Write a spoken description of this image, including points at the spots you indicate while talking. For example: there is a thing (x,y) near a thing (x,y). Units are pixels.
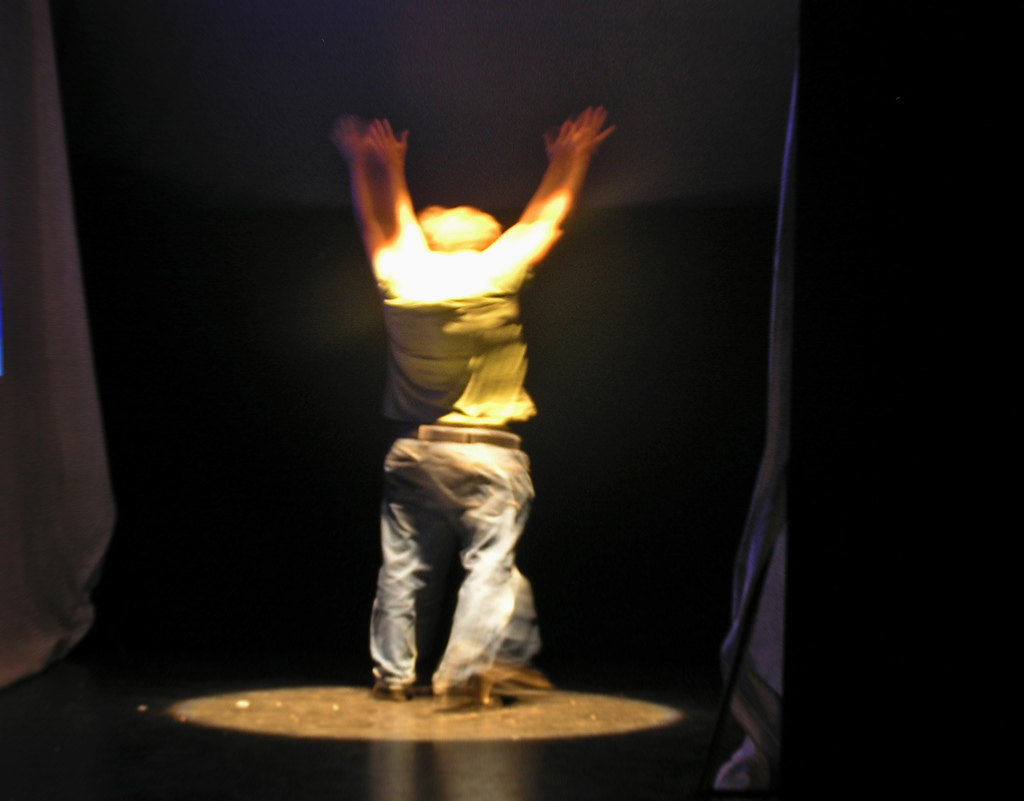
A person (451,400) is standing and raising his hands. There is spotlight (320,711) on him. The background (520,137) is black.
